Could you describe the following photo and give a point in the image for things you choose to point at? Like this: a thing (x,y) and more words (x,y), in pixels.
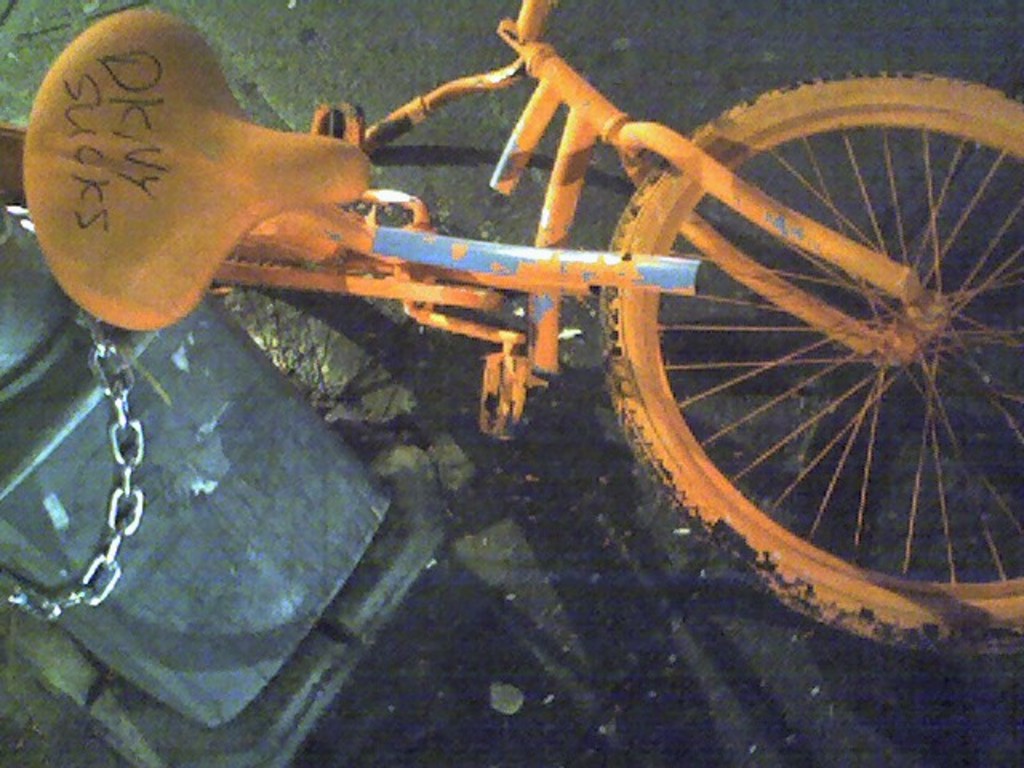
In this image there is a bicycle (167,194). On the left (115,606) there is a bin (98,501). At the bottom (527,665) there is a road (713,706).
